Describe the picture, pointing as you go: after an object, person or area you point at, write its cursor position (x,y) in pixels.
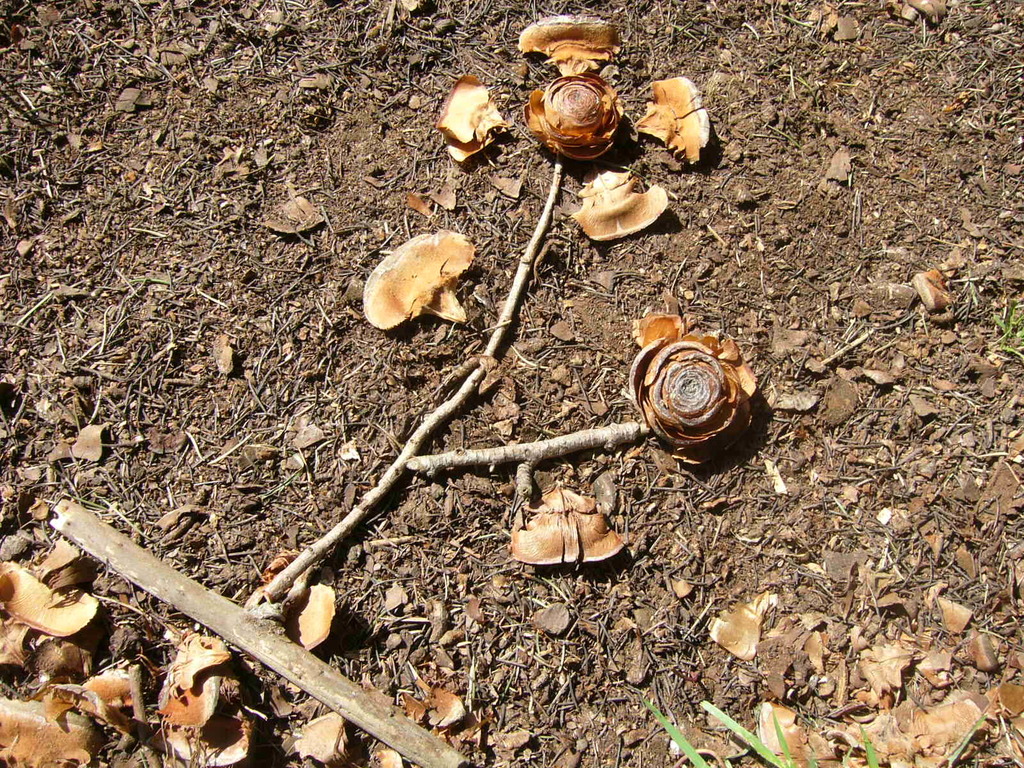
In this image we can see some shells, dried leaves (446,302) and stems (353,518) which are placed on the dried land (644,553).
